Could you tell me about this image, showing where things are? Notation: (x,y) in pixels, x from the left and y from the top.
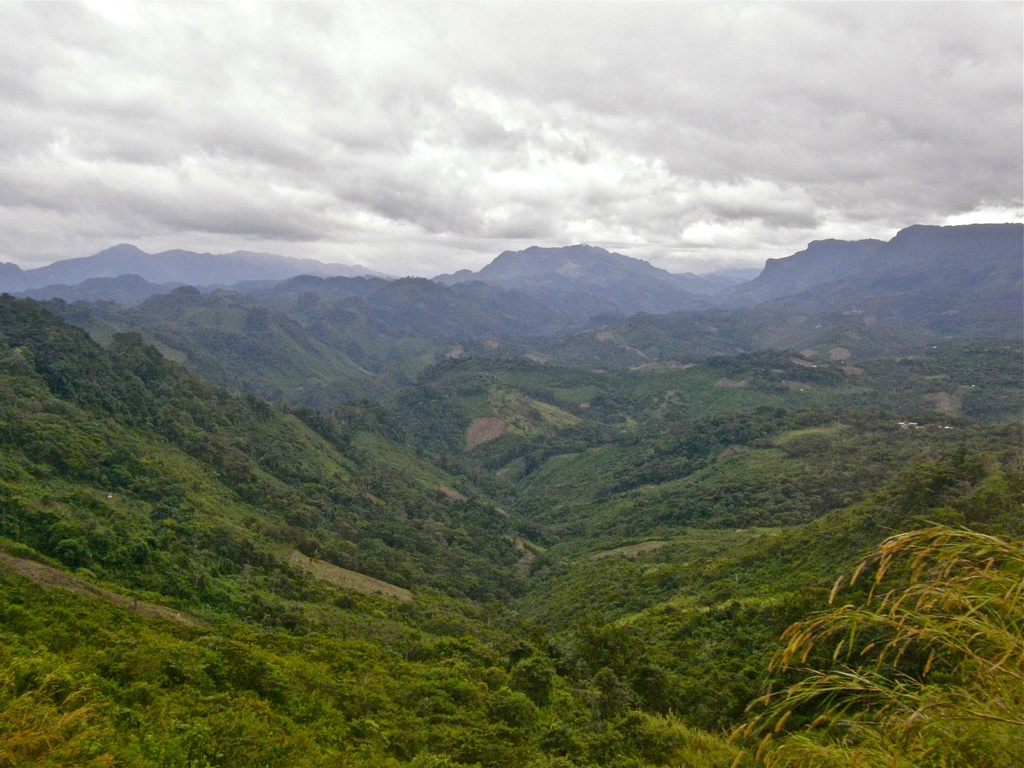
In this image there are mountains (598,623). There are plants (916,601) and trees (204,540) on the mountain (434,607). At the top (399,129) there is the sky (387,163).
